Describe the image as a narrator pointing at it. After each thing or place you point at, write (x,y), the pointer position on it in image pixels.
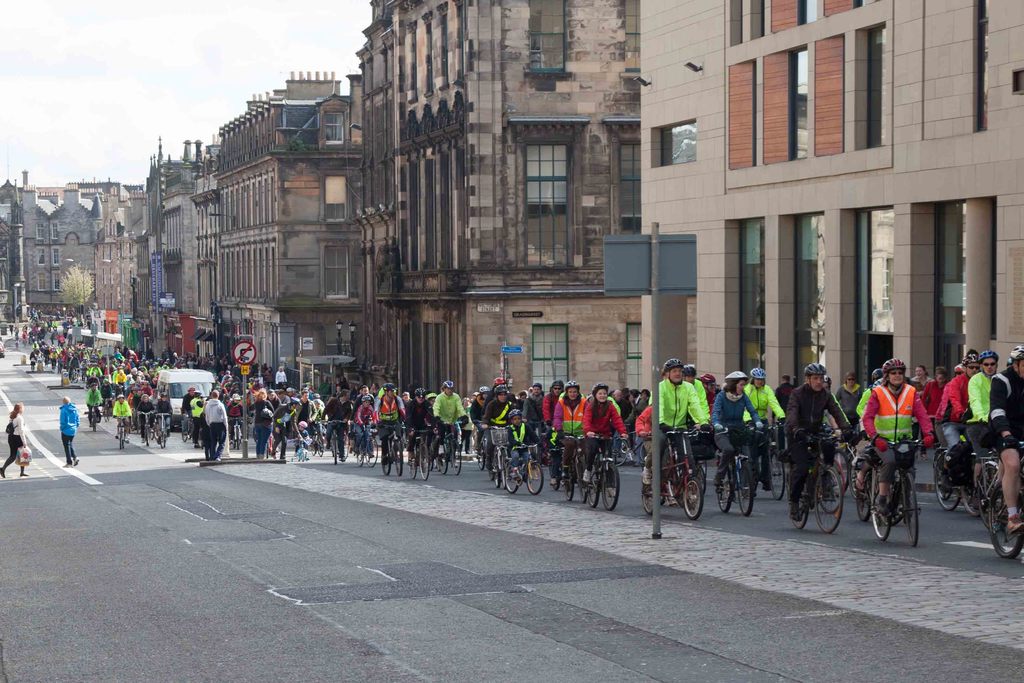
In this image I can see in the middle (671,413) a group of people (585,452) are riding the cycles (684,470), few of them wore green color coats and few of them wore red color coats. On the right side (889,133) there are buildings (555,274), at the top (131,66) it is the sky (171,57).
